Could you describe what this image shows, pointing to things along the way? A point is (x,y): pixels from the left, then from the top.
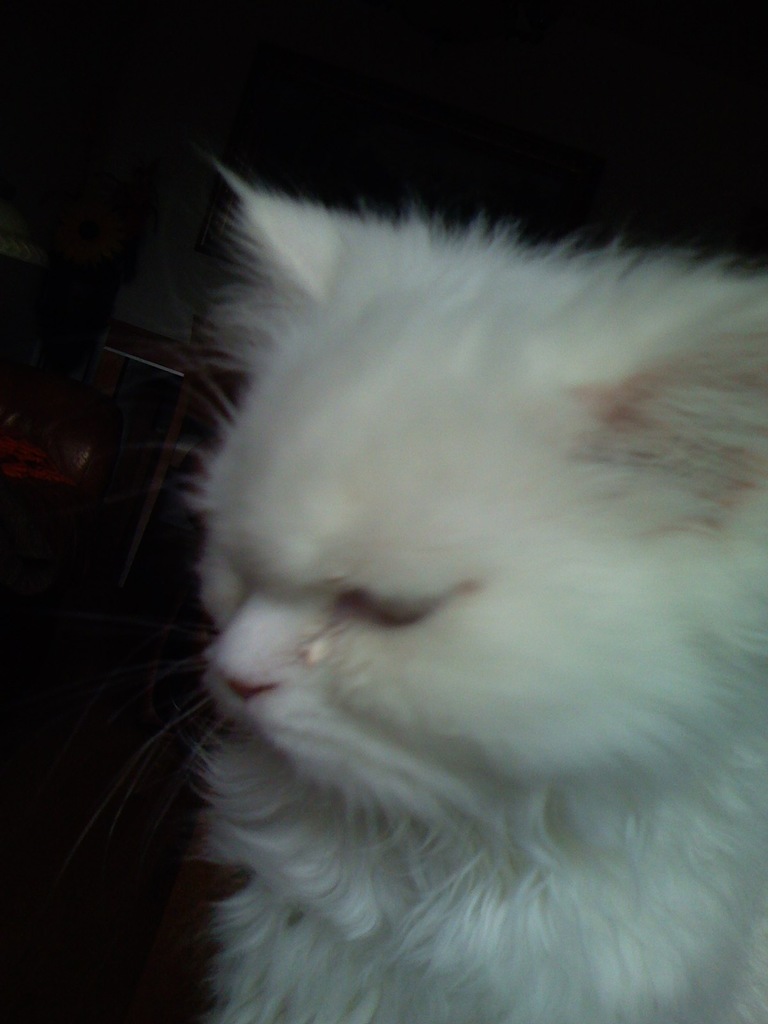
In this image there is a cat (457,668), in the background (594,138) it is dark.
